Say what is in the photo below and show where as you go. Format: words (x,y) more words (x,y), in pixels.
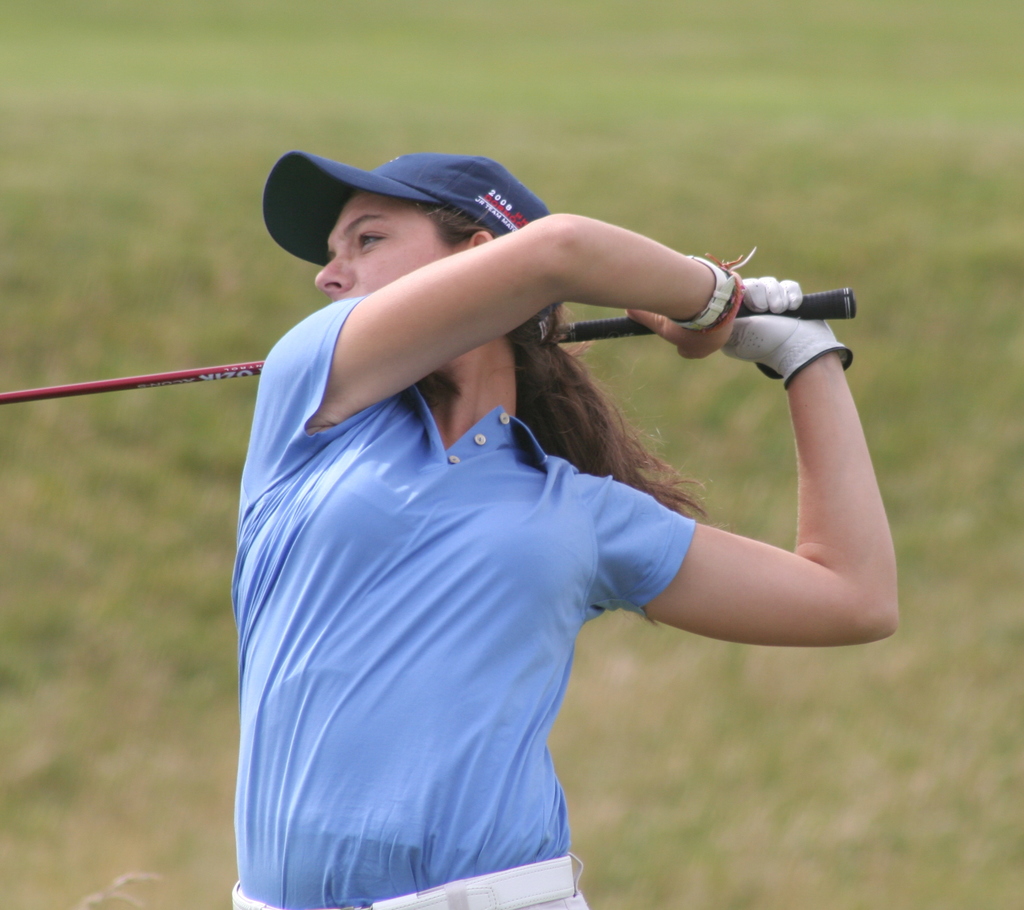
In this image, we can see a woman (571,550) standing and she is holding a stick (29,394), in the background (64,404) we can see grass (718,220) on the ground (202,152).
